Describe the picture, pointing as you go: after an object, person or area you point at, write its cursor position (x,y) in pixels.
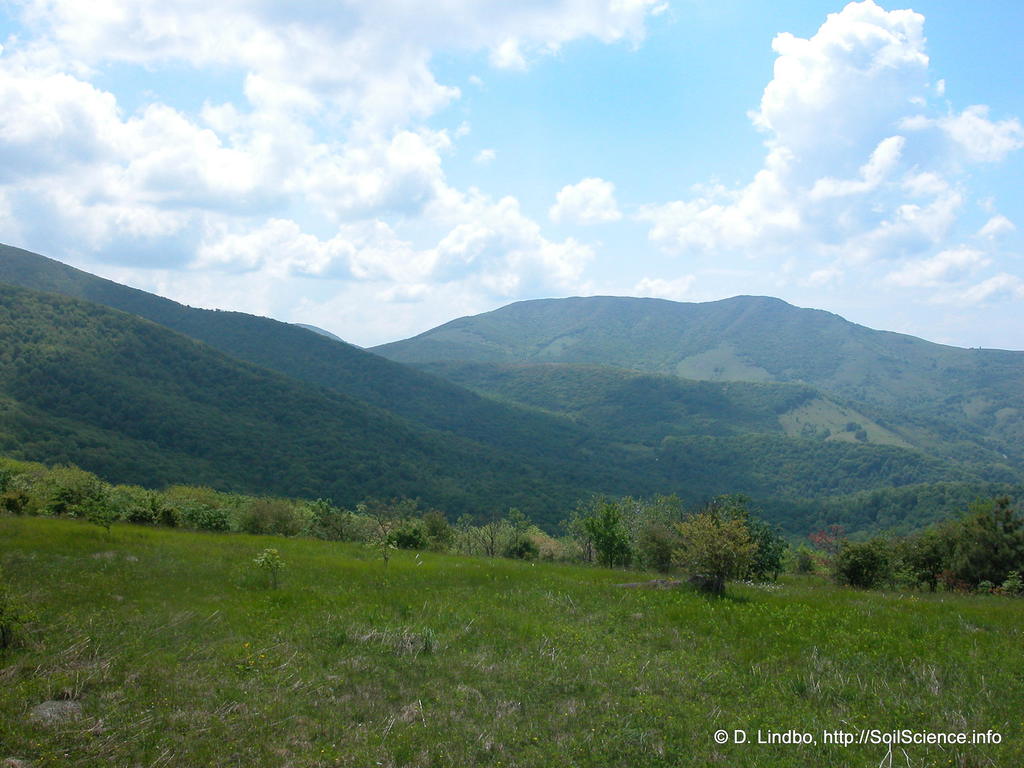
In this image there is grass (425,687) at the bottom (649,649). There are trees (668,571) and mountains (555,455) in the background (730,356). There is sky (609,263) at the top (295,135).
